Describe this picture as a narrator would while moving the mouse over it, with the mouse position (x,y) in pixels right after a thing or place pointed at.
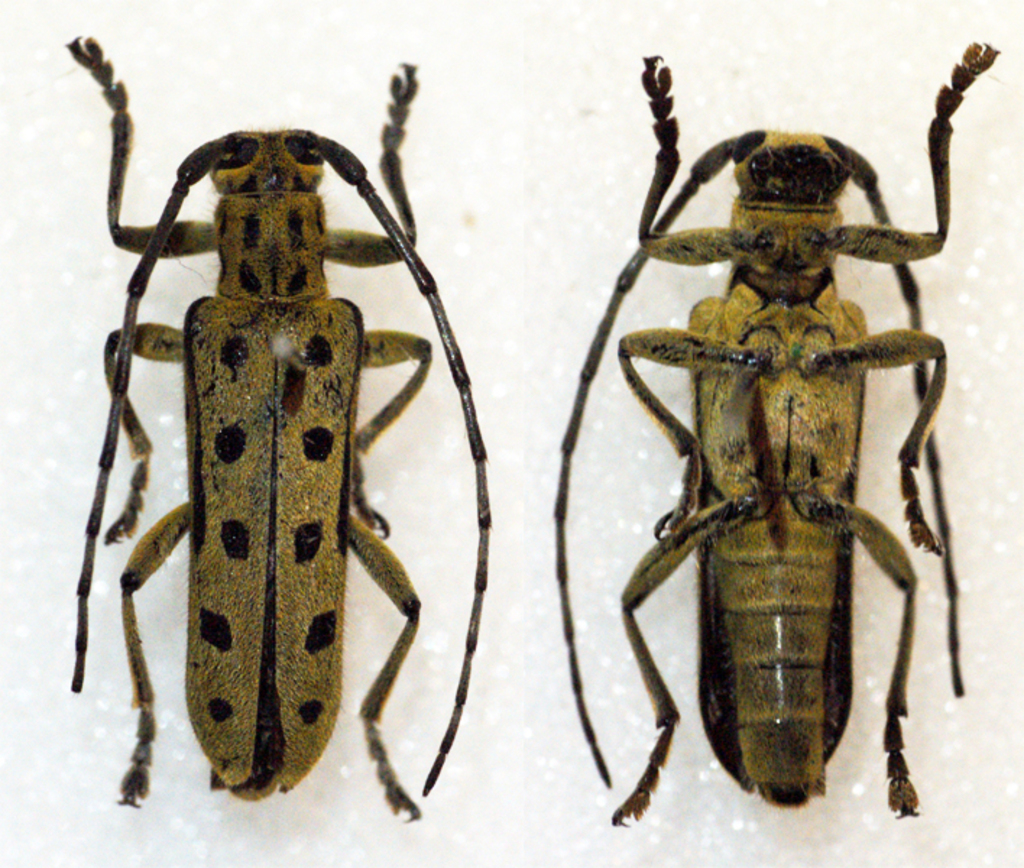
In this image, we can see beetles (729,511). Background (563,345) we can see a white color.
